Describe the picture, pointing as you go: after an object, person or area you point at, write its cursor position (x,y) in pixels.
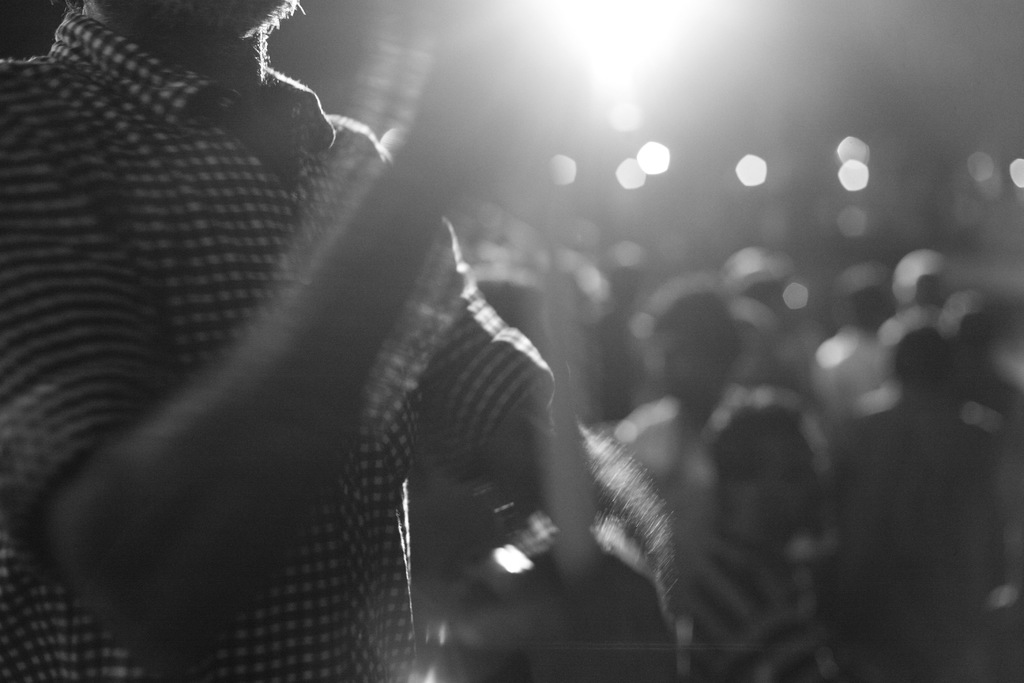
This is a black and white image. In this image we can see people (773,399).
